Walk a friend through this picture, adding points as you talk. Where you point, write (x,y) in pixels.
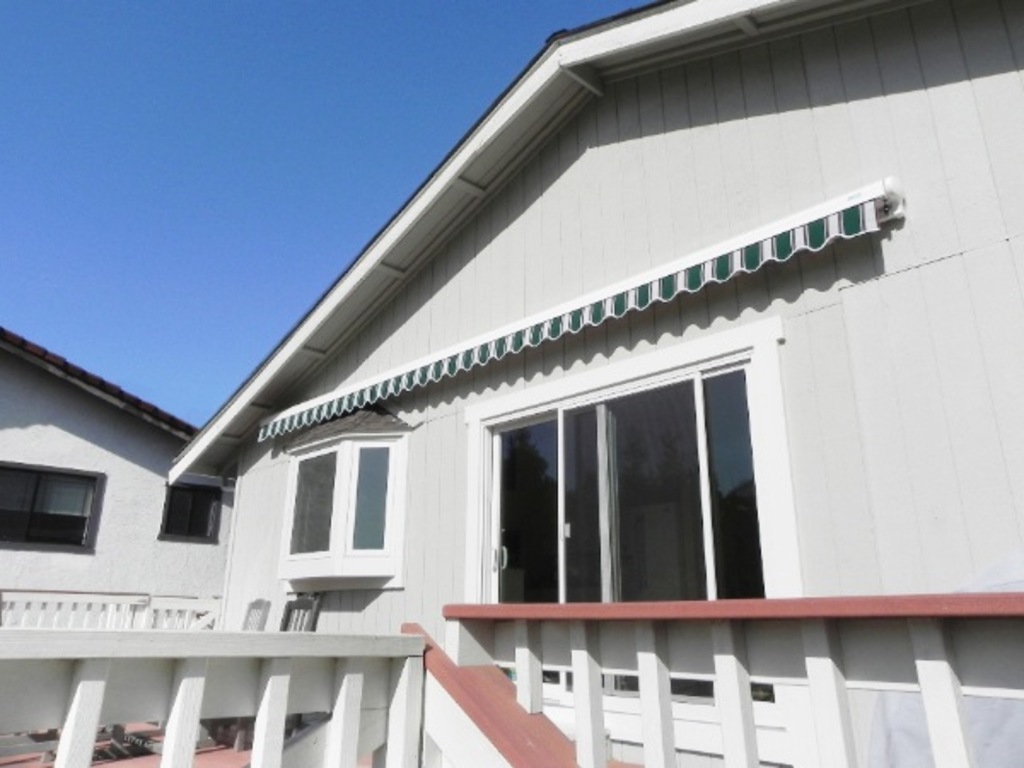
In this image I see the buildings (441,460) and I see the windows (578,487) on it. In the background (17,307) I see the clear sky (186,205).
